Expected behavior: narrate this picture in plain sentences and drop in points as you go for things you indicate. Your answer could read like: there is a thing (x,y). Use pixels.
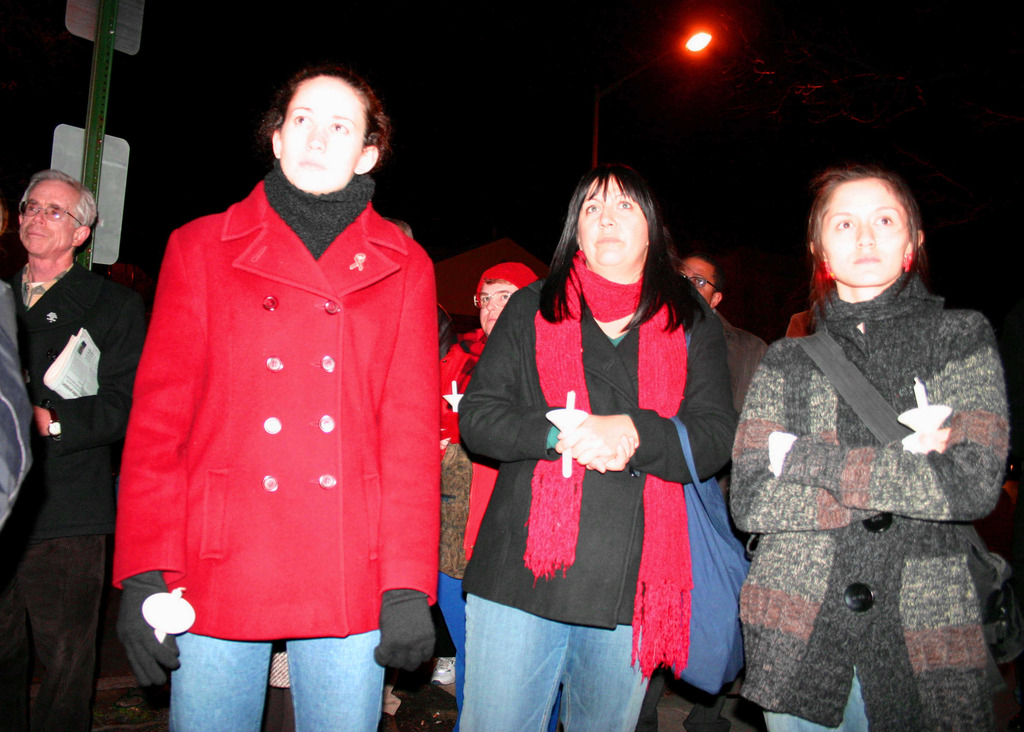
In this image we can see a group of persons (799,451) and there are holding objects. In the top left (99,81), we can see a pole (92,103) with boards (114,177). At the top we can see the light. The background of the image (137,175) is dark.
